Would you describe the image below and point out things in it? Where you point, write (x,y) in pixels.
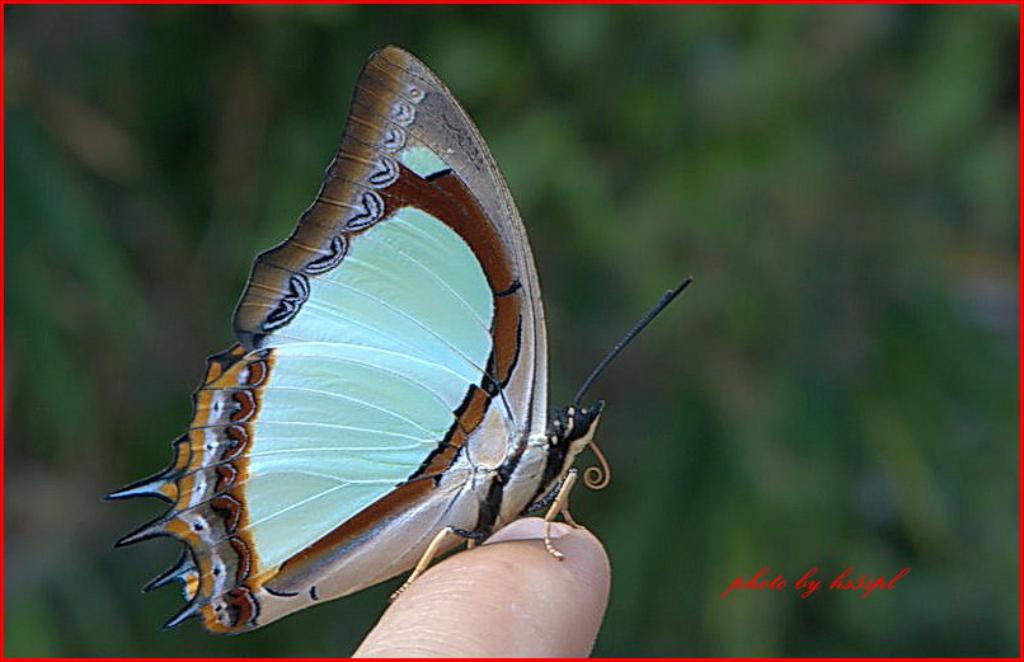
In this image there is a butterfly (485,527) on a finger (502,545), at the bottom right (752,583) there is a text (767,578) in the background (226,157) it is blurred.
